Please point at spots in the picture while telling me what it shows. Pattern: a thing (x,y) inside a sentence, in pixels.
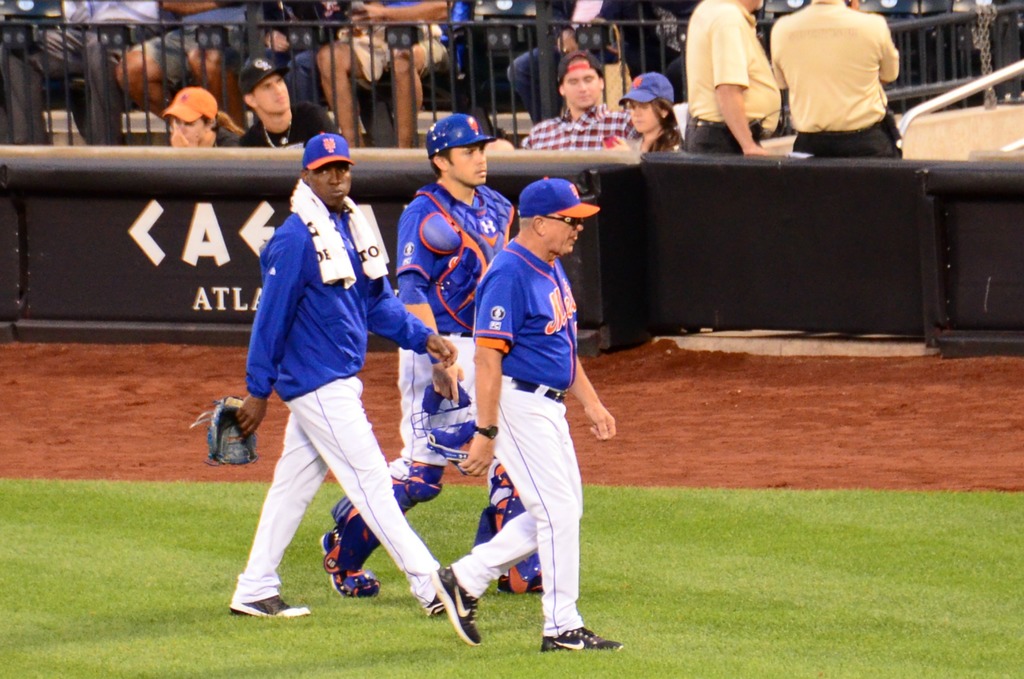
In this picture we can see three men (514,324) walking here, at the bottom (420,612) there is grass (408,638), these three persons (418,309) wore caps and shoes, in the background (533,65) there are some people (191,8) sitting, we can see barricade (471,52) here.
